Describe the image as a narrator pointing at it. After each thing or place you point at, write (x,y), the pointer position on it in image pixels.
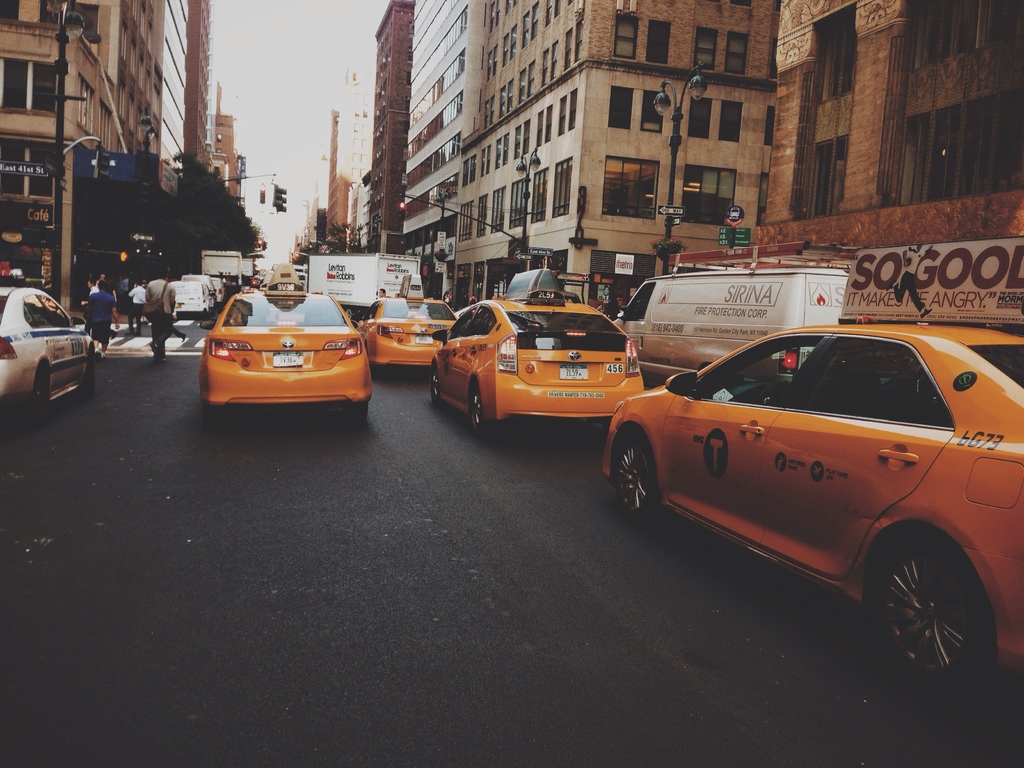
In this image we can see some vehicles (217,413) and a group of people (92,303) on the road (499,605). We can also see some buildings (574,165) with windows (563,181), a street sign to a pole (53,185), street poles (71,281), the traffic lights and the trees (227,226).
